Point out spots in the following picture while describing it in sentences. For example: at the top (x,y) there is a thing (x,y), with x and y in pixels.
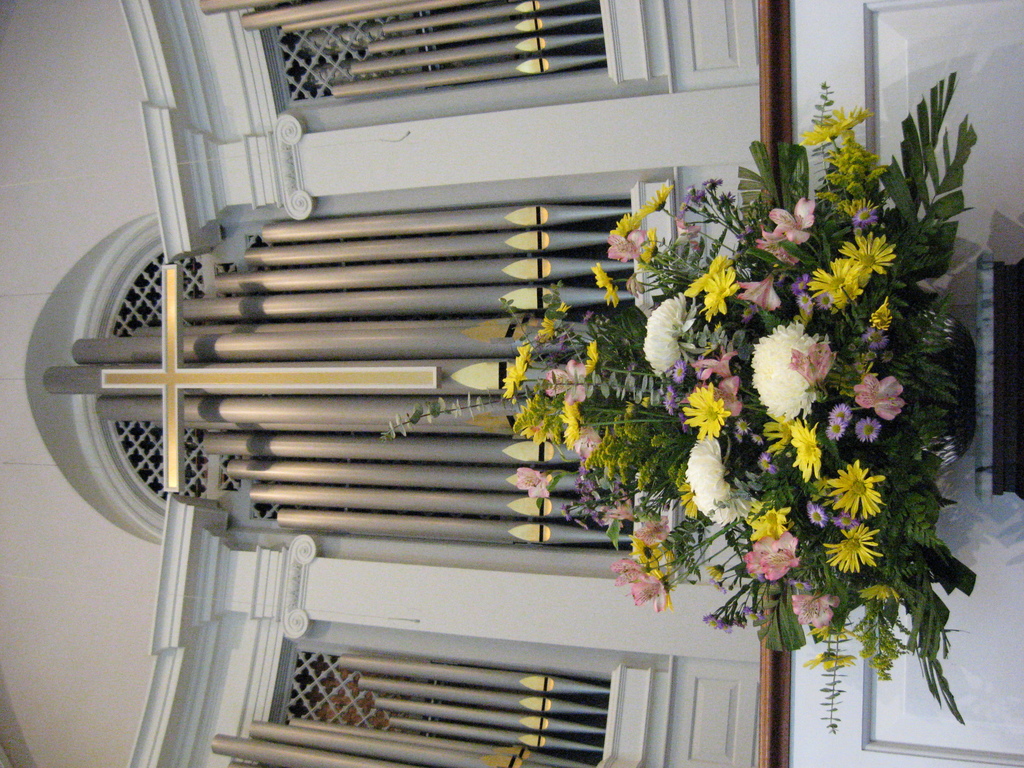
In this picture I can see a inner view of a building (662,116) and I can see a cross (249,386) and a flower bouquet (807,339).
